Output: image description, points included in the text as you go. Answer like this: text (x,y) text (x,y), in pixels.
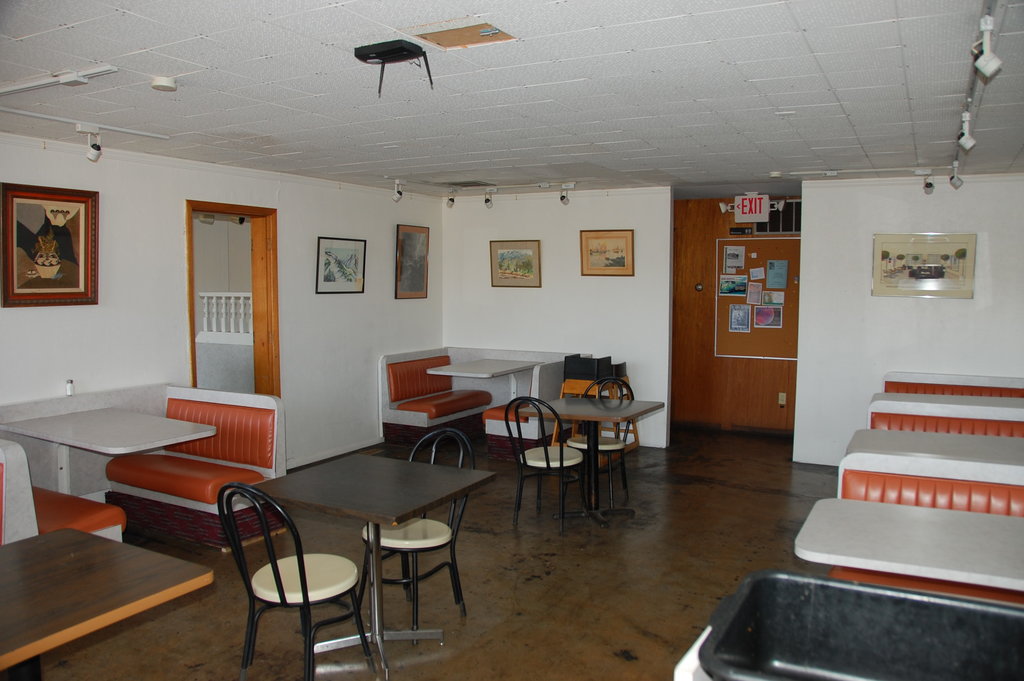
In this picture I can observe tables (84,598) which are in white and brown color. I can observe some chairs (543,469). On the left side (258,247) there is a door (261,296). In the background (339,249) I can observe some photo frames (406,257) on the wall (379,253).
